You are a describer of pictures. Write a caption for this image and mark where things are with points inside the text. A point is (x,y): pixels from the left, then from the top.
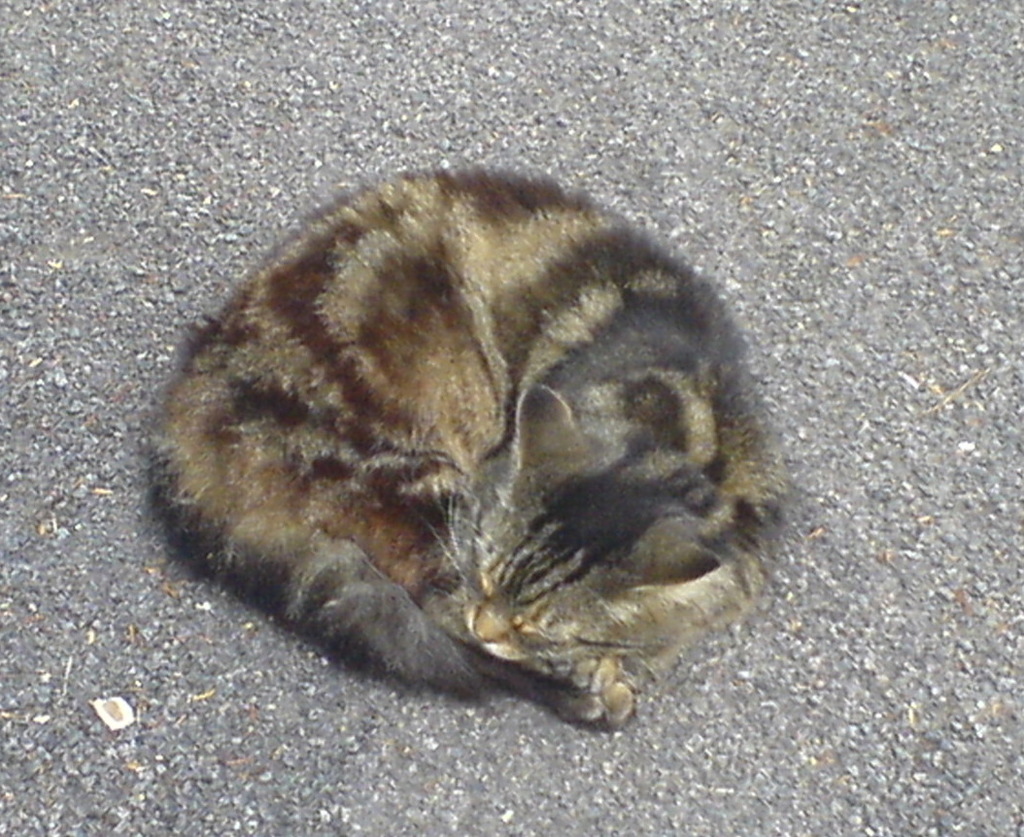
This image is taken outdoors. At the bottom of the image (139,672) there is a road (850,618). In the middle of the image (670,418) there is a cat (573,541) on the road (436,781).
